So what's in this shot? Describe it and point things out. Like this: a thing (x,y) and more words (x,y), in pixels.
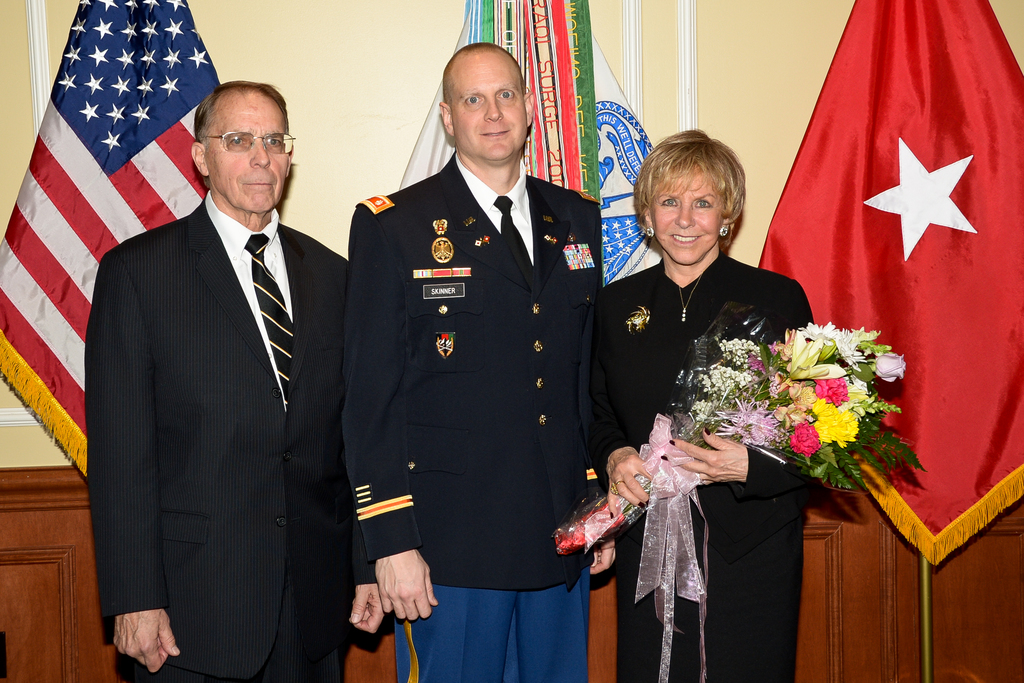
In this image we can see three people (589,426) standing in a room (593,364), a woman (721,557) holding a flower bouquet (736,395) in her hands (705,431) and in the background (799,209) there are some flags (552,36) and a wall (390,127).
